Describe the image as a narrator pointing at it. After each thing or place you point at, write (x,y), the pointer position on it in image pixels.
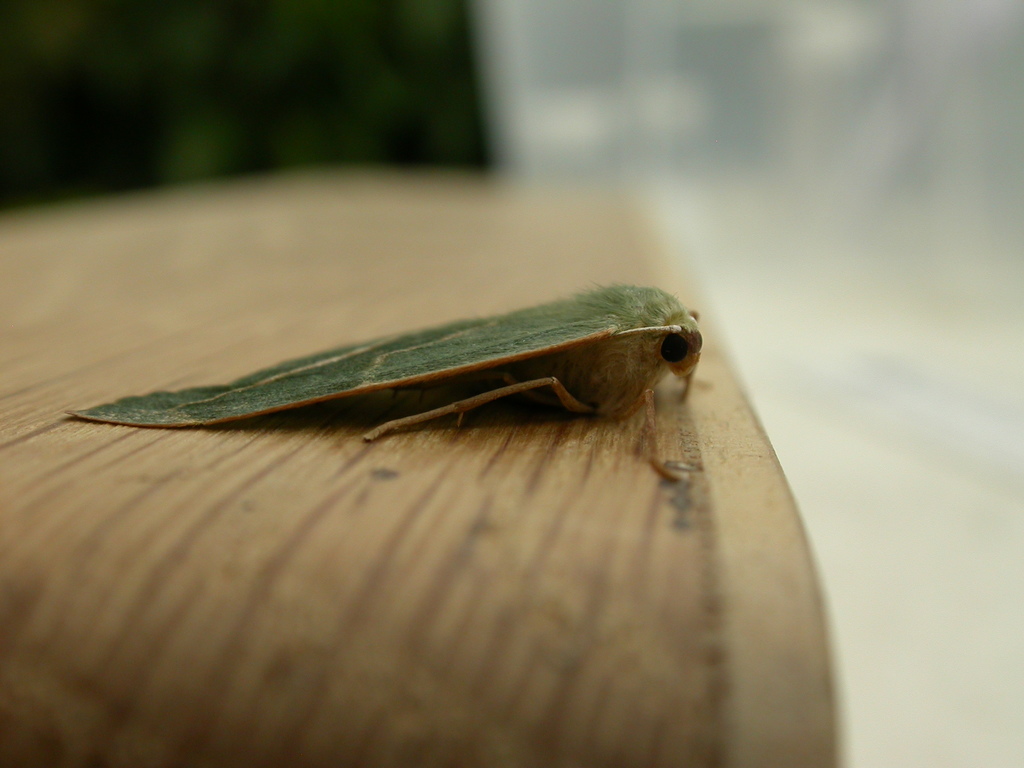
In this picture there is an insect (463,336) on the table (318,318). On the right side of the image (880,617), image is blurry and the insect (678,340) is in green and in cream color.
